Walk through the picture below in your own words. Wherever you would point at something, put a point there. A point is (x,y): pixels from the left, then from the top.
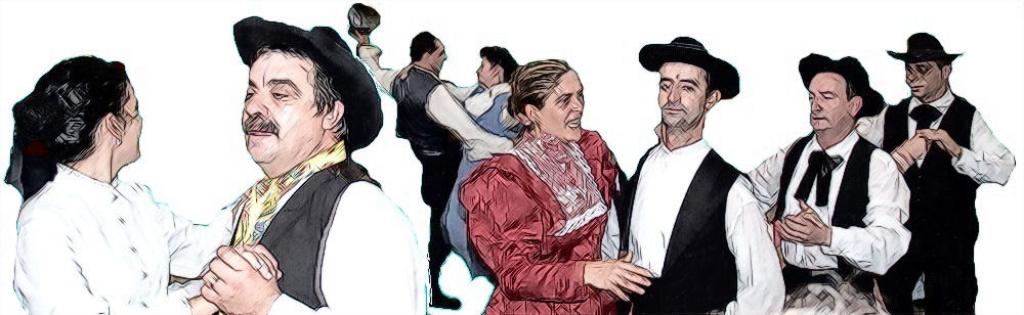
In this image I can see it's a painting (332,199), in this a group of couples (296,210) are dancing together.
